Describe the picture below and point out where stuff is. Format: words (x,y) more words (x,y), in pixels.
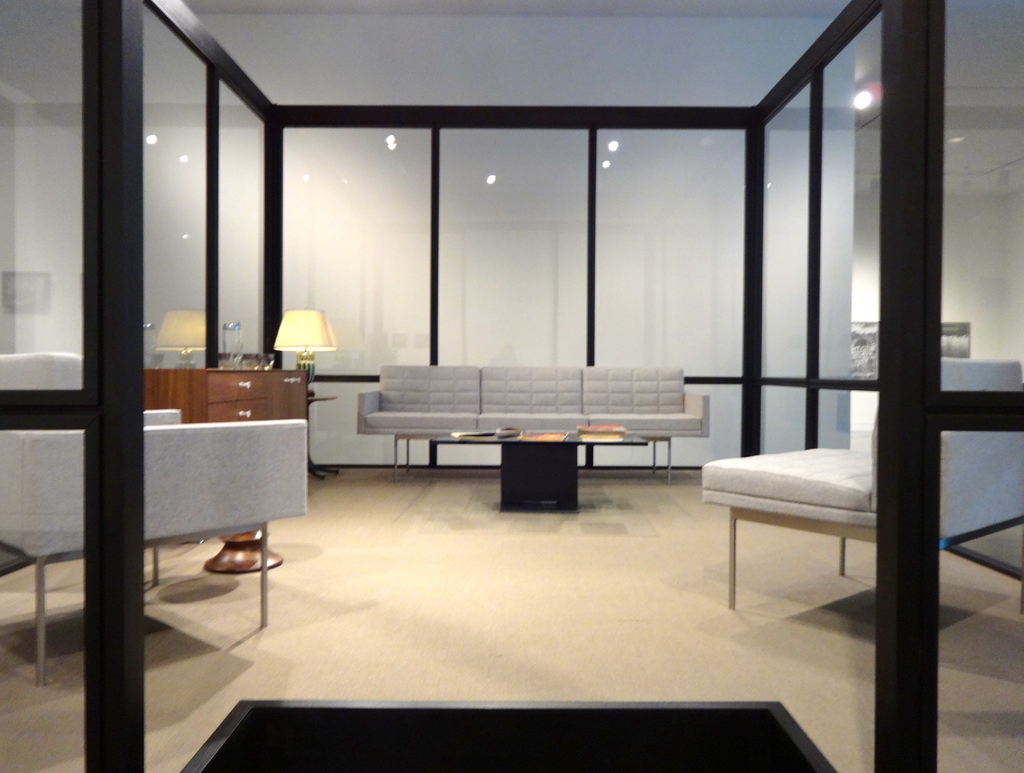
In this picture we can see room (99,463) with sofa (483,390) beside to that table (576,440), lamp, racks (298,401) and we can see glass wall (640,238).
